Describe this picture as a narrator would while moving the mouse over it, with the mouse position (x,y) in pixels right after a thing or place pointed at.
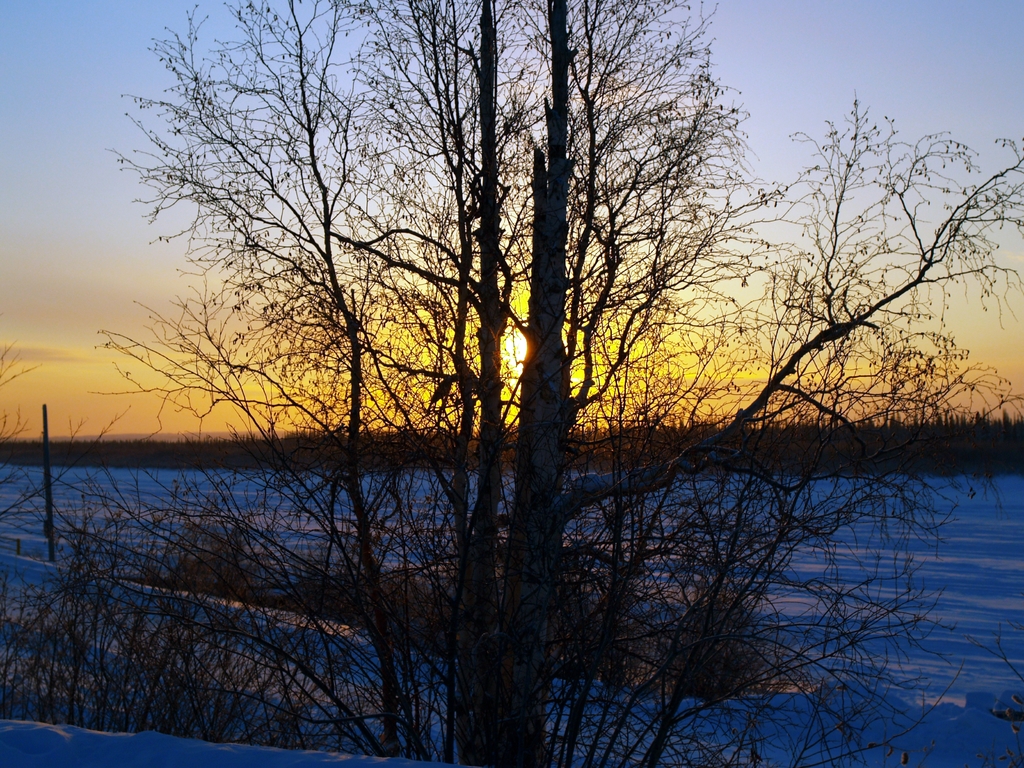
In this image I can see a tree (501,609) which is black in color and in the background (867,558) I can see some snow (925,579) on the ground (950,571), few other trees (763,453), the sky (51,107) and the sun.
